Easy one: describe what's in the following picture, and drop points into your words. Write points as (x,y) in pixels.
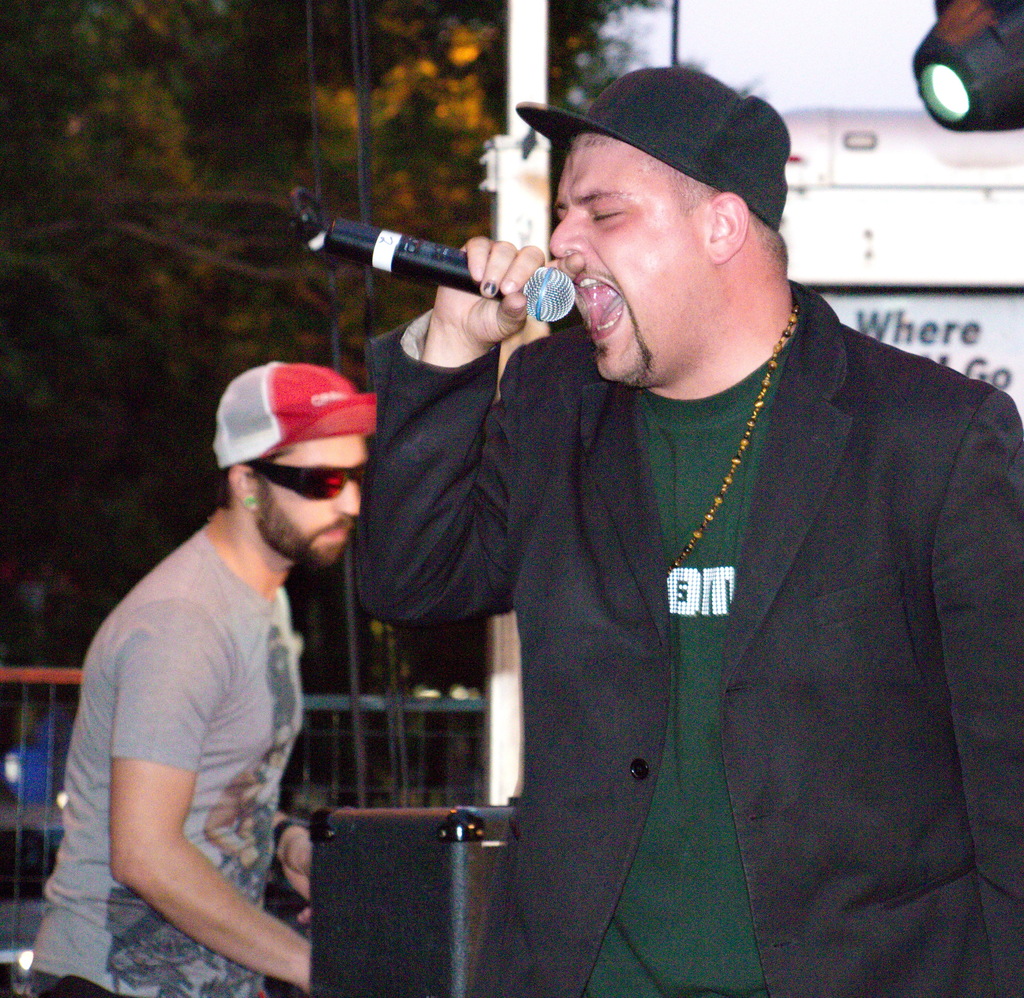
In the above picture i can see a person (633,511) holding a mic (445,257) with black blazer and it seems like he is singing a song wearing a black blazer (834,753) and black cap (738,192) on his head (648,159) and in the back ground (235,611) the other person (243,593) is wearing red cap (296,437) and goggles (317,478).
